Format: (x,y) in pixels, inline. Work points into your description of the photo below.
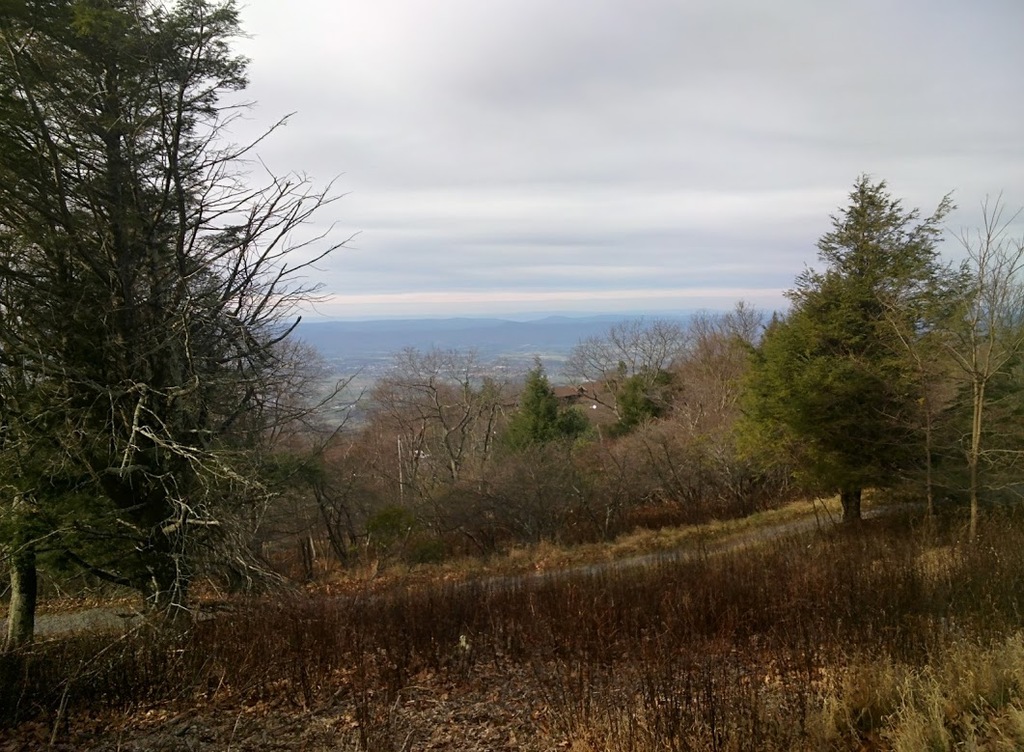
In this image we can see road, grass (615,633), trees (503,482) and sky (637,183) with clouds (637,183).
